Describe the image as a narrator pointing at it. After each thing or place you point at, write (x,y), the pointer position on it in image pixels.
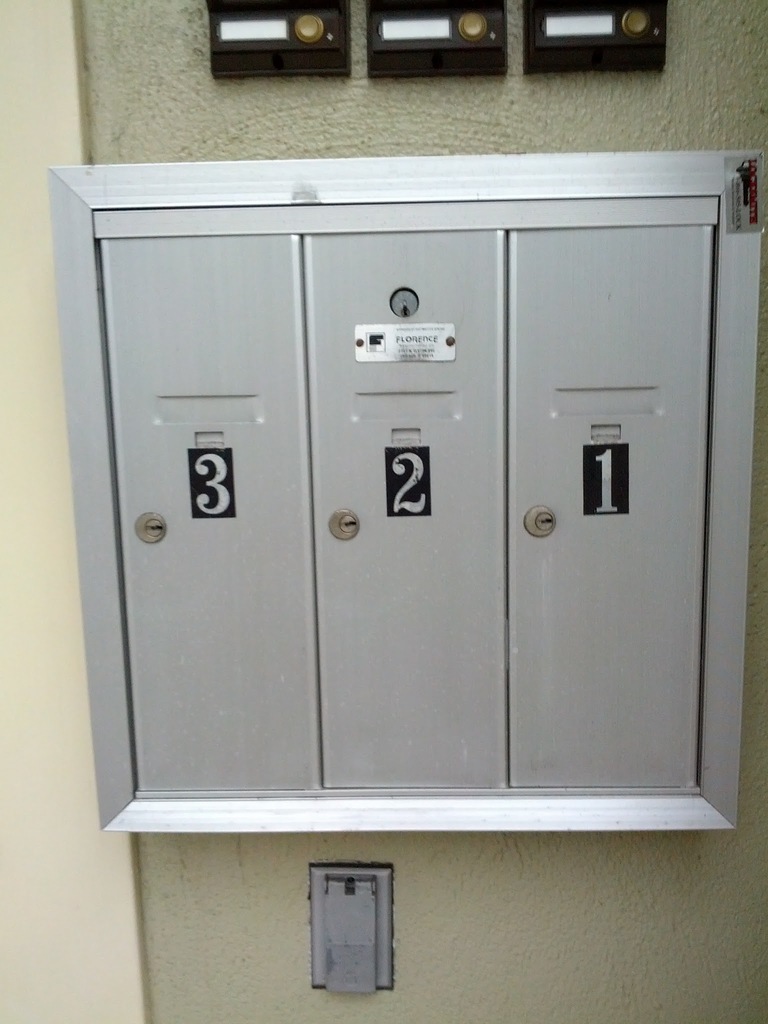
In this picture we can see a locker (700,218) on the wall (324,145). There are other objects (533,55) on the wall (574,76).
